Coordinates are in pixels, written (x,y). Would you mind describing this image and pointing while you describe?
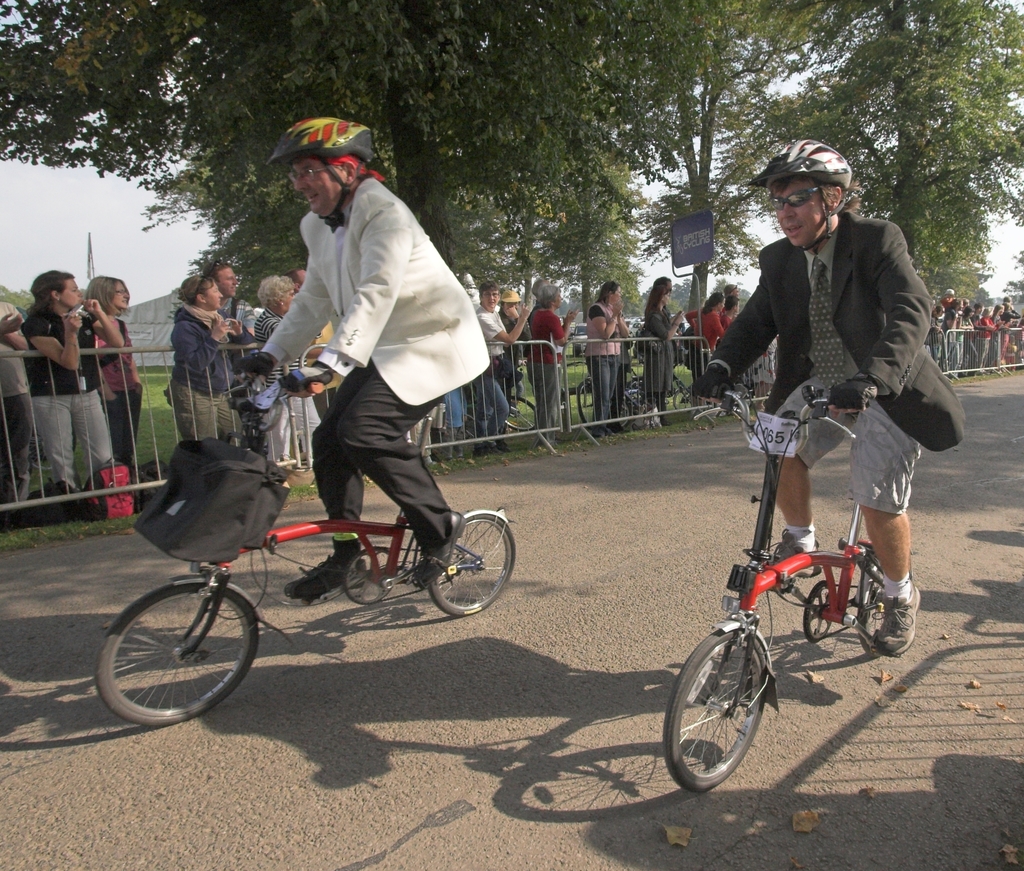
Here we can see two persons (372,292) are riding the bicycle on the road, and here is the fencing (110,416), and here a group of people (324,331) are standing, and here is the tree (446,82), and here is the sky (55,248).
